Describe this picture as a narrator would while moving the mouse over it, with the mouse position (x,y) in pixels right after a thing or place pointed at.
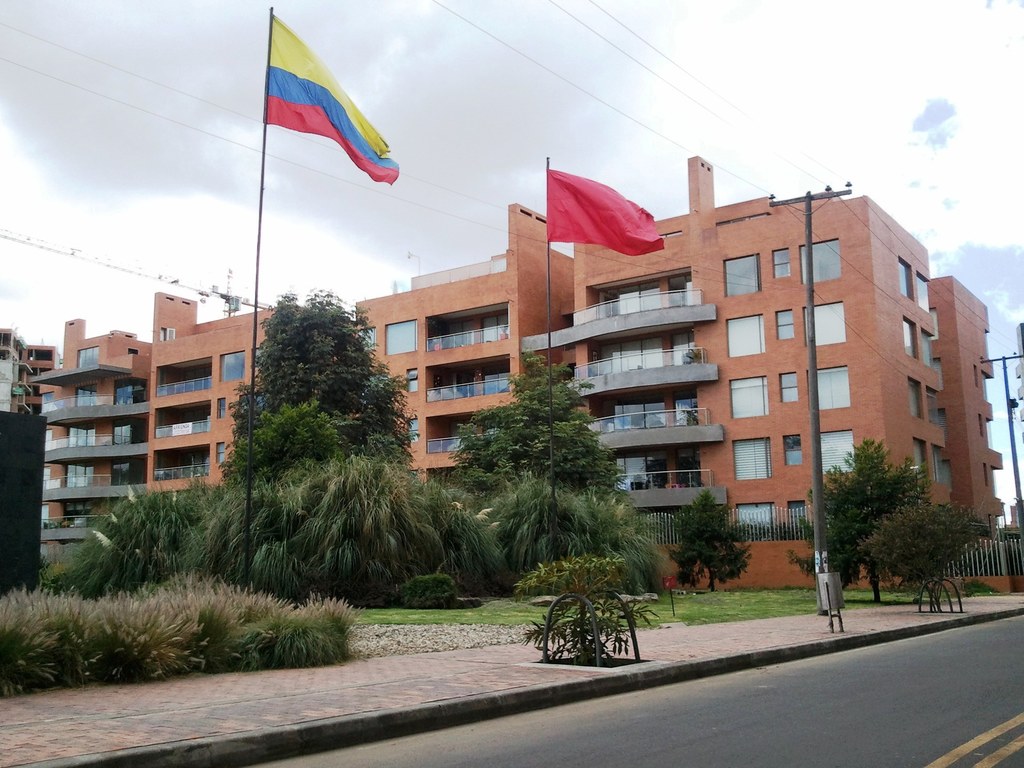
In this image there is a building (702,306). In the foreground (293,339) there are flags (300,116), poles (546,188) and trees (524,411). There is a crane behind the building (743,247). At the top (148,244) there is sky (989,116) and there are clouds (904,96) and wires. At the bottom (930,646) there is grass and there is a road (938,670).
